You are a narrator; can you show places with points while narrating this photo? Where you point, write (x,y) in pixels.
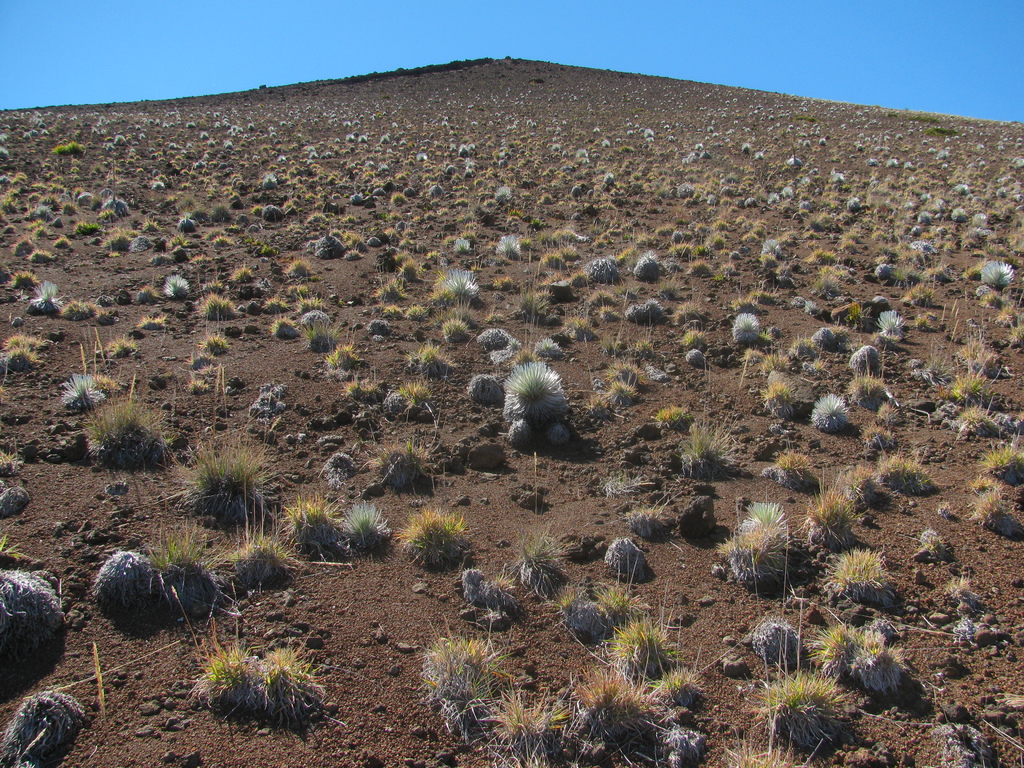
In this image we can see plants (464,317). In the background (603,16) there is sky (514,41).
